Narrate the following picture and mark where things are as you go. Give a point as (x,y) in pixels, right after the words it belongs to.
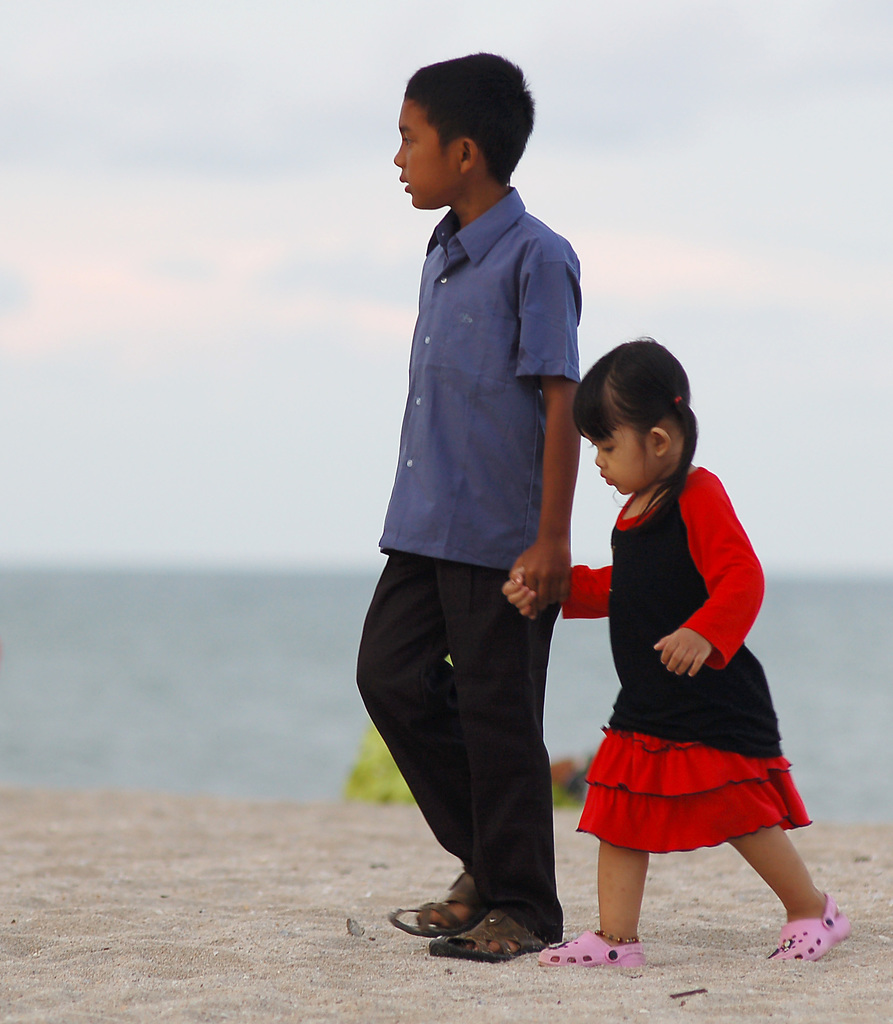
There are two kids (631,677) standing and holding each other and there are water (217,657) in the background (171,676).
